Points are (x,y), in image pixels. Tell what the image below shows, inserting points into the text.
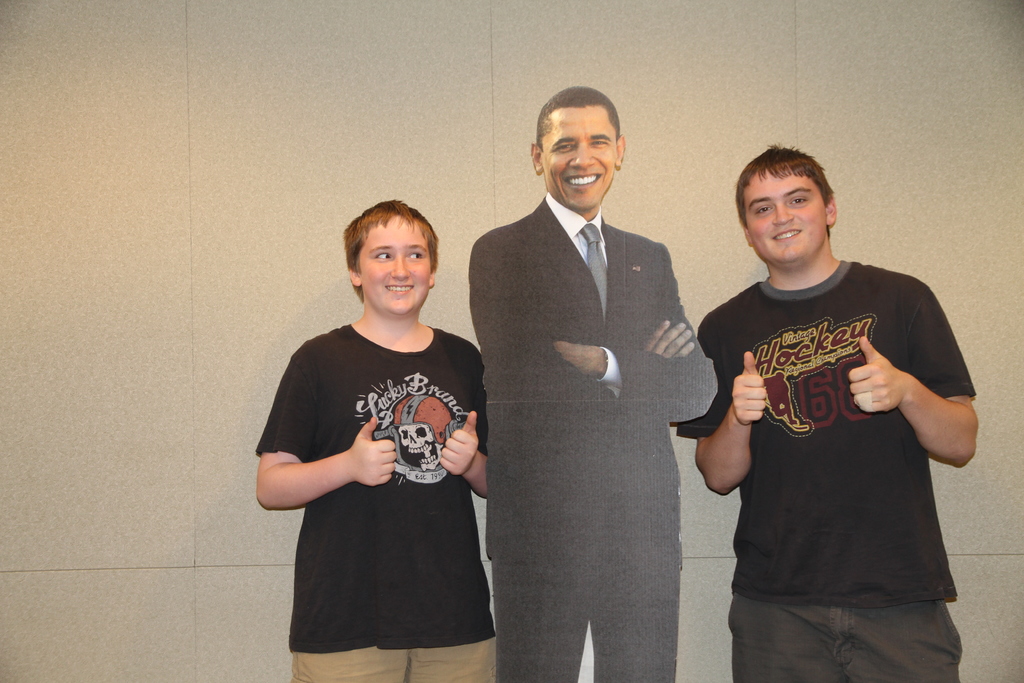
In the picture we can see two persons (776,532) are standing between them, we can see a man poster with a black color blazer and smiling and the two persons (820,536) are in black T-shirts (424,530) and smiling and showing their thumbs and behind them we can see a wall (908,163).
